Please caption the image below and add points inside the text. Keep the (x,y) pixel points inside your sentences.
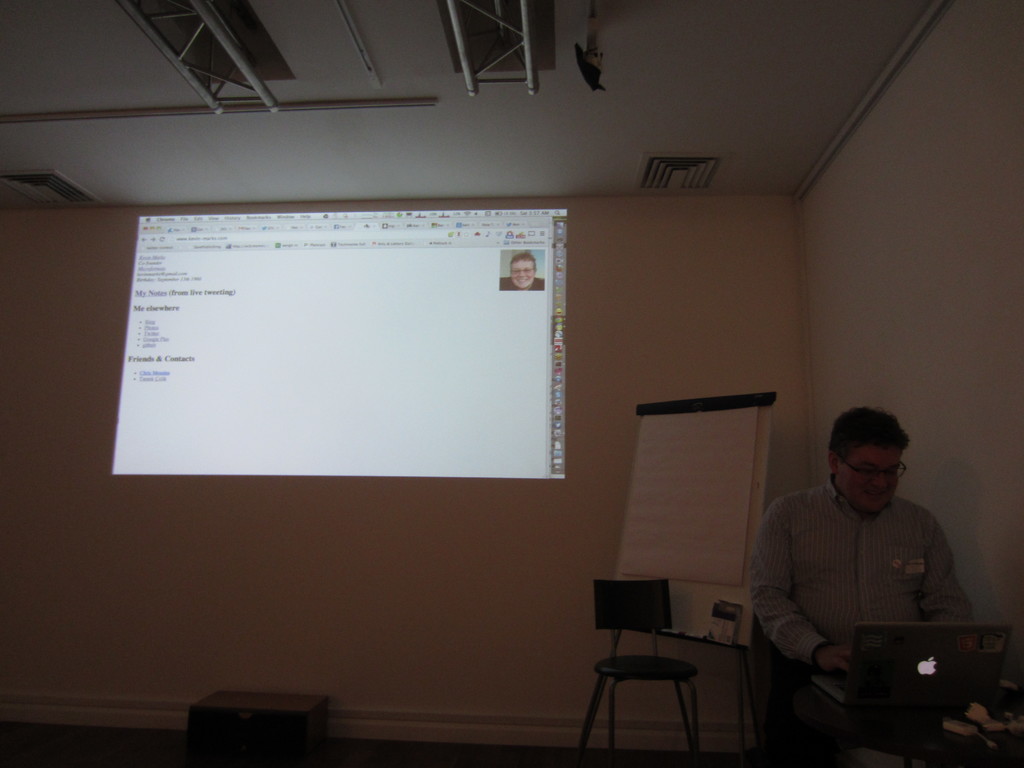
On the right (924,612) there is a man (818,503) who is standing at the table (1019,762) and he is working on the laptop (970,651). In the back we can see projector screen (381,447). Here we can see board (736,491) near to the chair (645,621). On the top (231,53) we can see steel rods (165,43).
